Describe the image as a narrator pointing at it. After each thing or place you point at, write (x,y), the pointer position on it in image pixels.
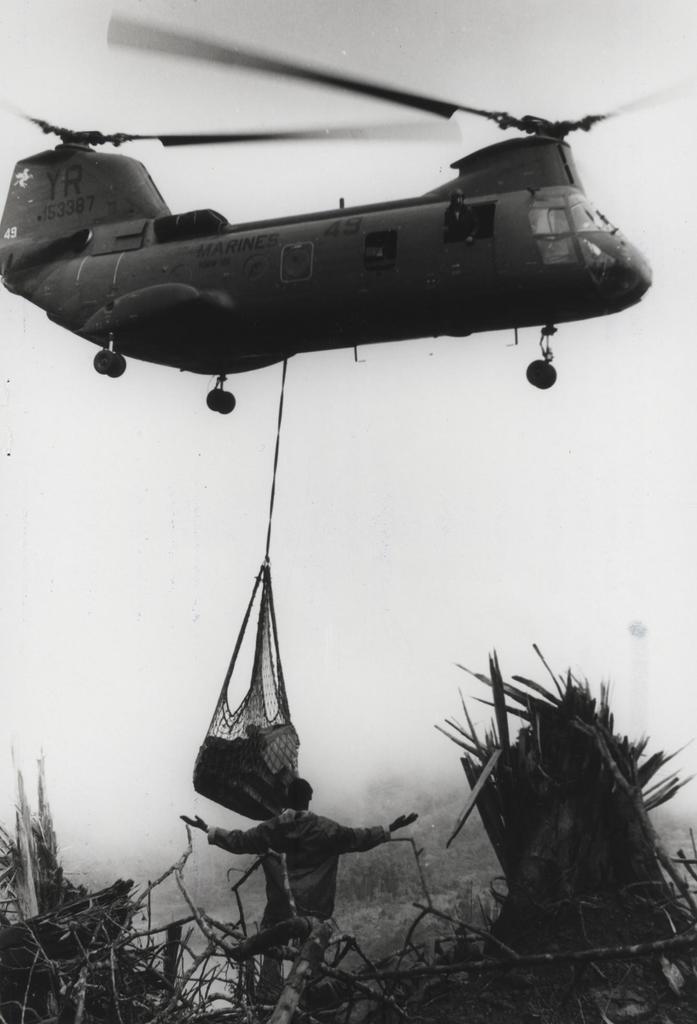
This is a black and white image in this image there is aircraft (423,293) hanging few items (230,746), at the bottom (297,944) there are few object (289,983) and there is a man (280,913).
